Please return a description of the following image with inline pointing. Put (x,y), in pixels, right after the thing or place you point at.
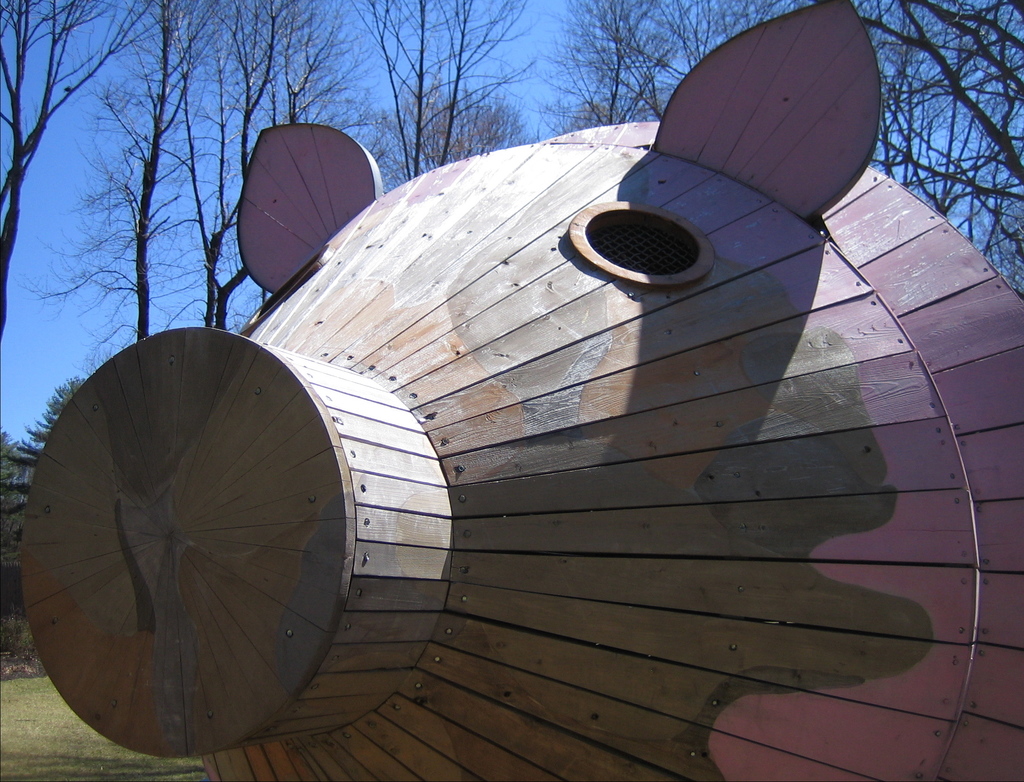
In this picture I can see a wooden object (473,345). In the background (451,106) I can see trees (312,82) and the sky (281,110).
